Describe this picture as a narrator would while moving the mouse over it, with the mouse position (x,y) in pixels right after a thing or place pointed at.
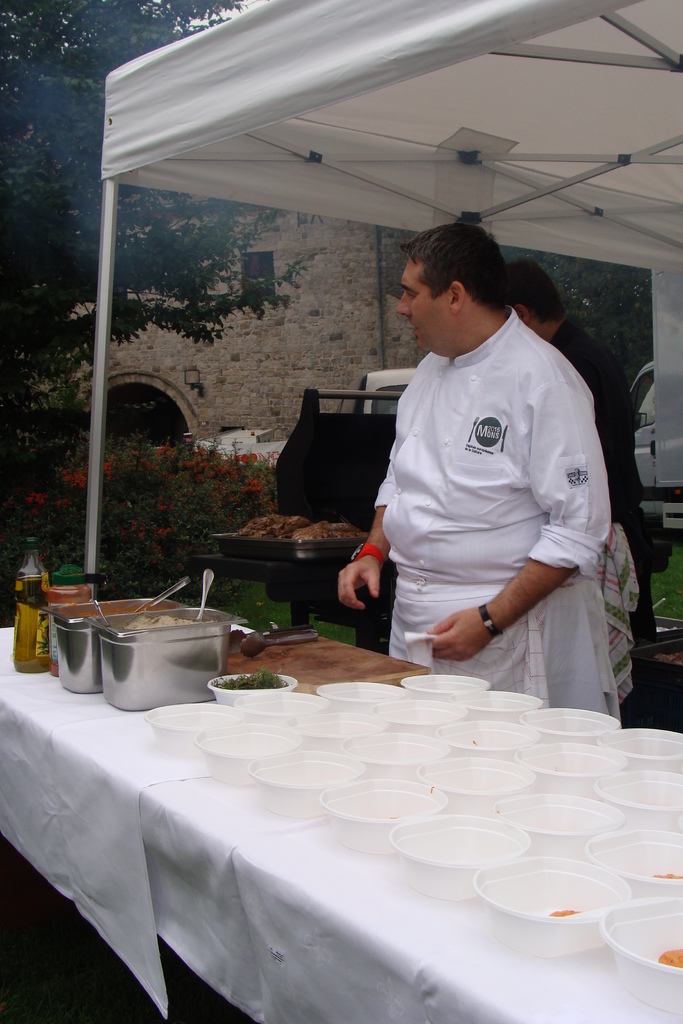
This image consists of a man (500,472) who is standing on the right side (538,528). He is wearing white color dress (561,548). In front of him there is a table (429,964), on that table (399,902) there are so many white bowls (505,698), bottle (67,590) and spoons (211,579). In the top (309,118) there is a tent (277,115), on the left side (124,205) there is a tree (200,316) and shrubs (164,454). Behind that tree (174,264) there is a building (245,382).
